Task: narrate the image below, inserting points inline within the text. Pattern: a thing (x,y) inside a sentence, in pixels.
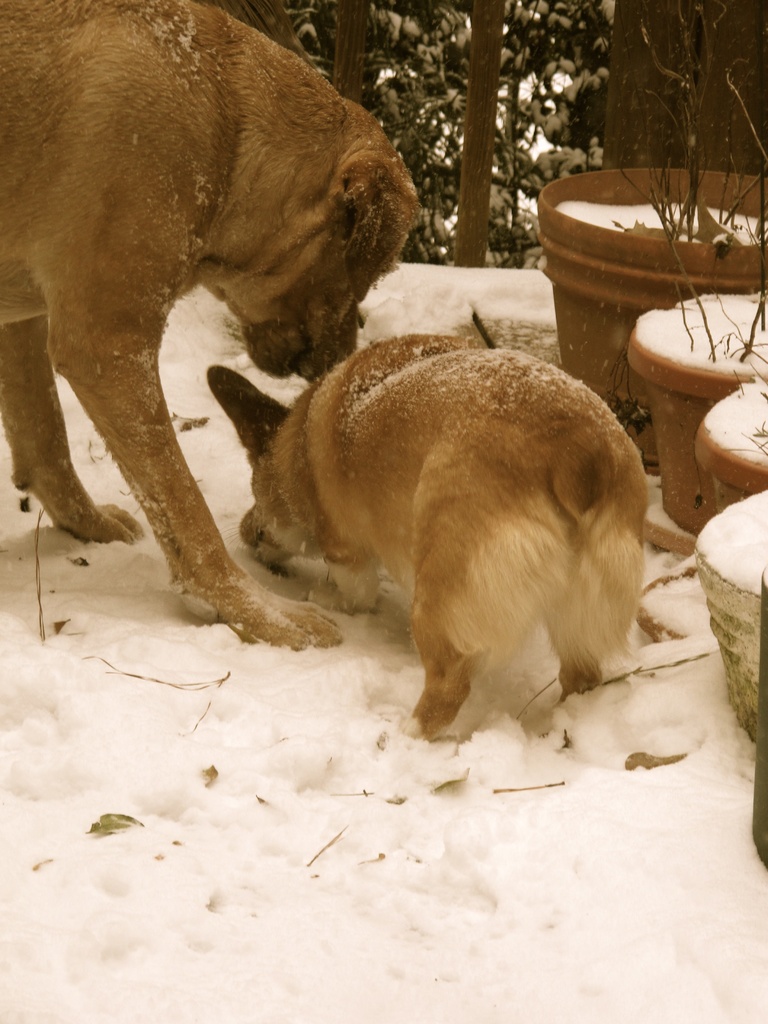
In this image, we can see a dog (163,227) and a puppy (317,507), there is snow (246,865) on the ground (361,934), we can see some flower pots (682,296), there is a green plant (451,67).
